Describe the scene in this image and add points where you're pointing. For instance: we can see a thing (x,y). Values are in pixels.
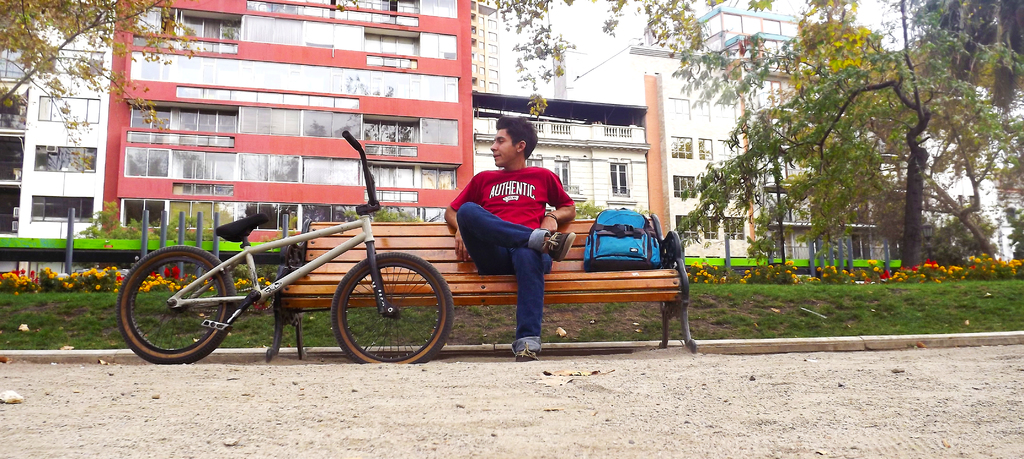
This is the picture of the outside of the city (594,148). It is cloudy. He is sitting in a bench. He was looking at a side. We can see in the background (850,292) there is a building (577,142), tree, flowers (825,274) and grass (583,337).
